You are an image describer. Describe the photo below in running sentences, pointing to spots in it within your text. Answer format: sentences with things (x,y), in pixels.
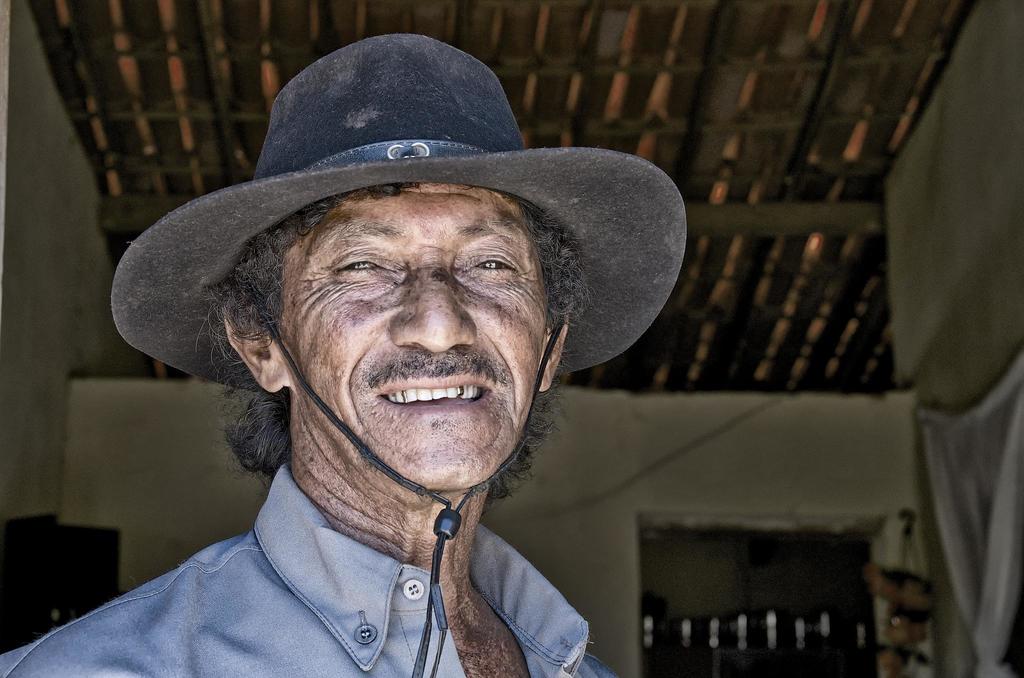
As we can see in the image in the front (400,430) there is a man (429,533) wearing black color hat (334,89) and blue color shirt (299,630). In the background (632,660) there is a wall (568,525).
